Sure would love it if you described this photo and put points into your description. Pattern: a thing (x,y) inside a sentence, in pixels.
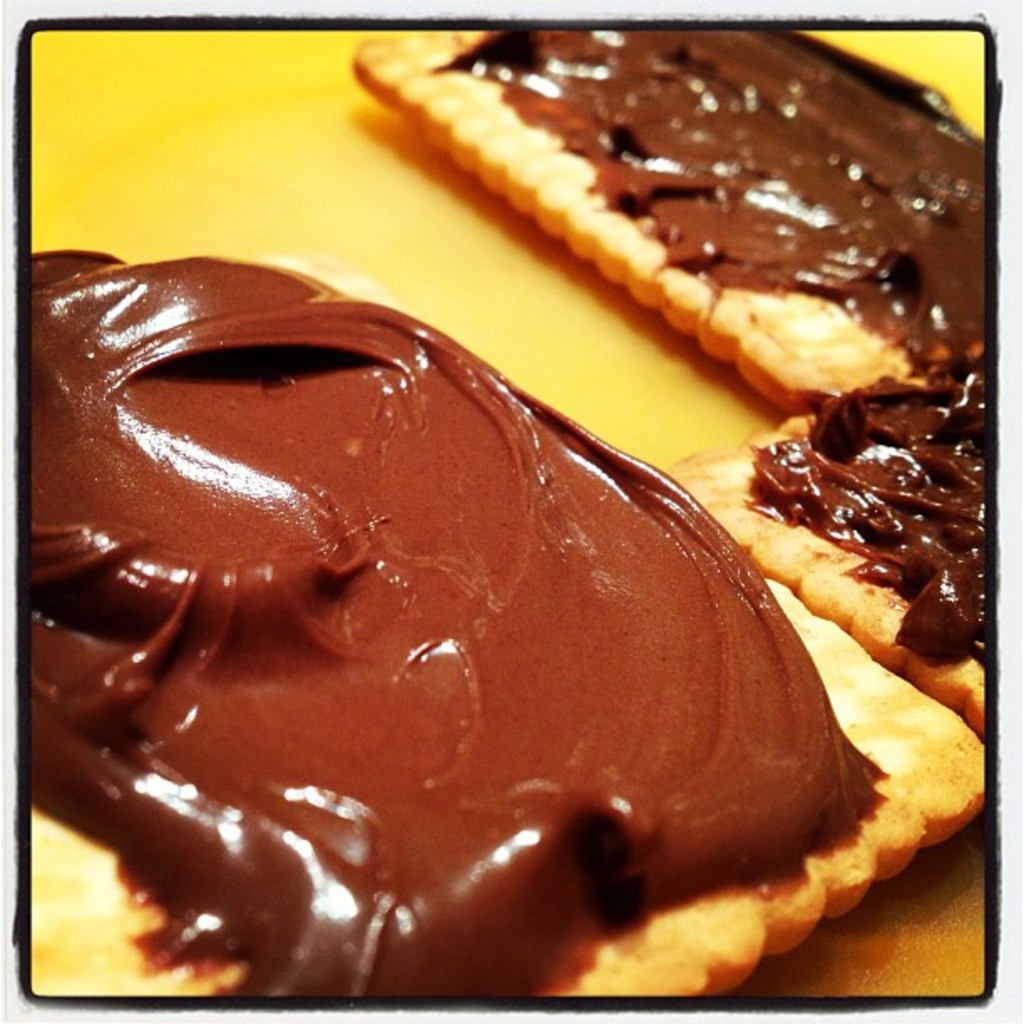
In this picture we can see three biscuits (916,731), we can see chocolate cream (511,691) on these biscuits (813,537).
